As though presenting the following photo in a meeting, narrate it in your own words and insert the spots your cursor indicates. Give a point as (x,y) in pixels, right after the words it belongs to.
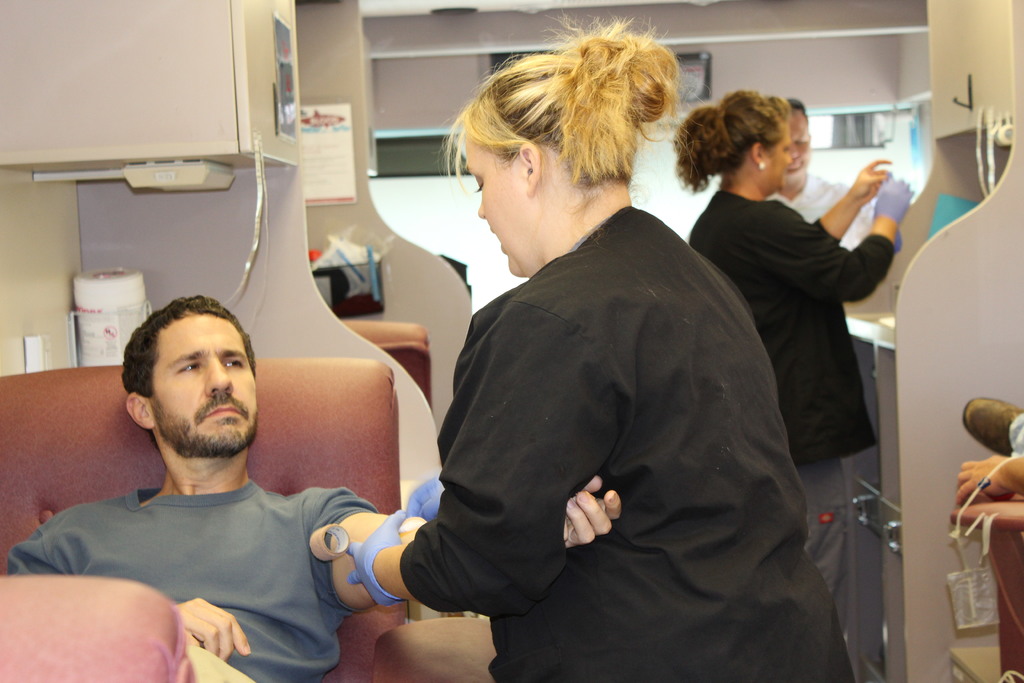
This picture shows a few people (619,287) are standing and we see a man (326,509) laying and we see a woman (413,589) holding a hand (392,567) of a man (566,530) and we see couple of women (544,506) wore gloves (883,212) to their hands (421,510) and we see cupboards (976,88) and a poster (316,166) on it.
